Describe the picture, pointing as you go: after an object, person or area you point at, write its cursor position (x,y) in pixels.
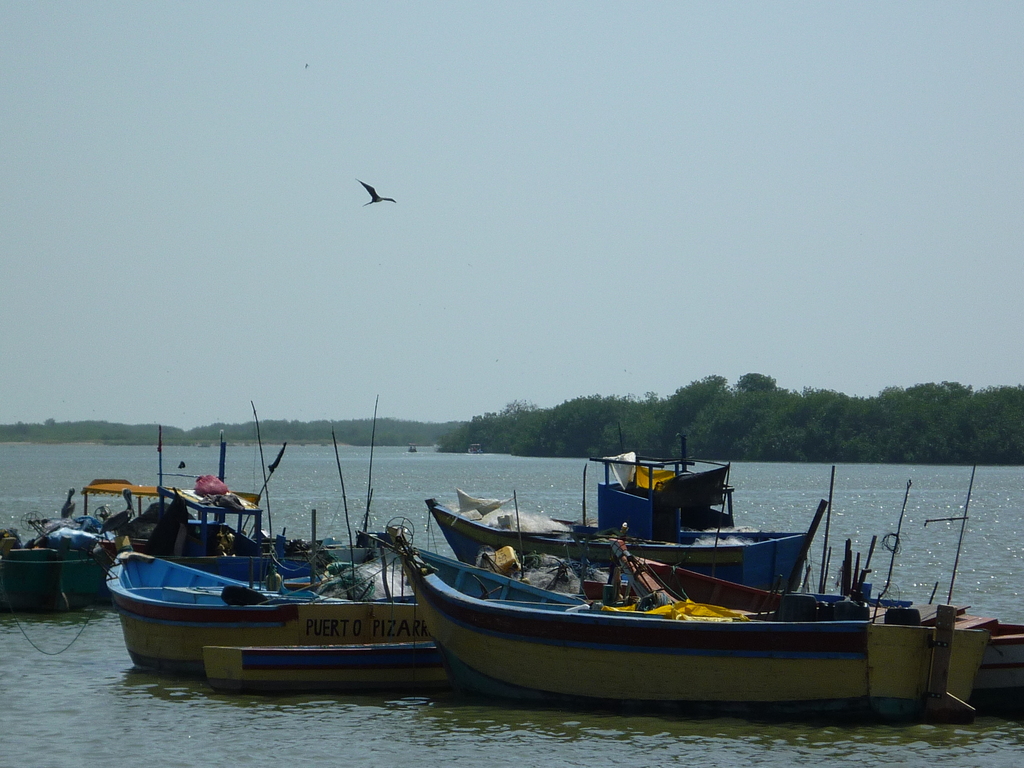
In this picture we can see a few boats (463,549) on the water (219,738). There are rods (344,506) and some objects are visible on these boats (51,564). We can see a few trees (912,416) in the background (525,439). There is a bird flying in the sky (285,407).
